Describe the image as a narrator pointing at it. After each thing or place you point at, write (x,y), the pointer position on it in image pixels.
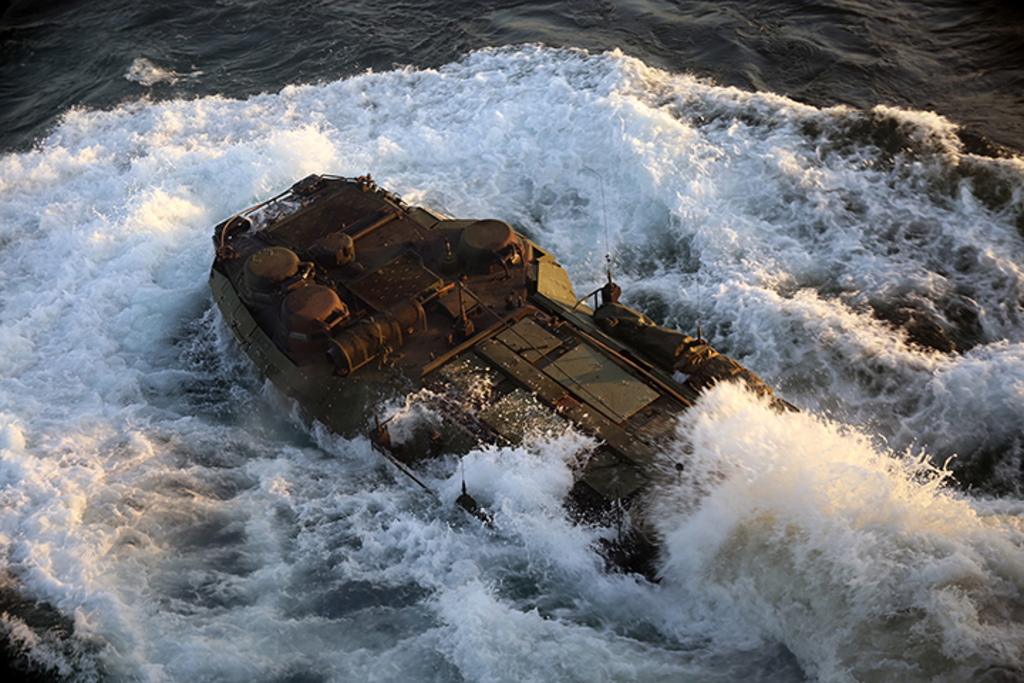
In this picture we can see a boat (621,545) on the water (437,9).
